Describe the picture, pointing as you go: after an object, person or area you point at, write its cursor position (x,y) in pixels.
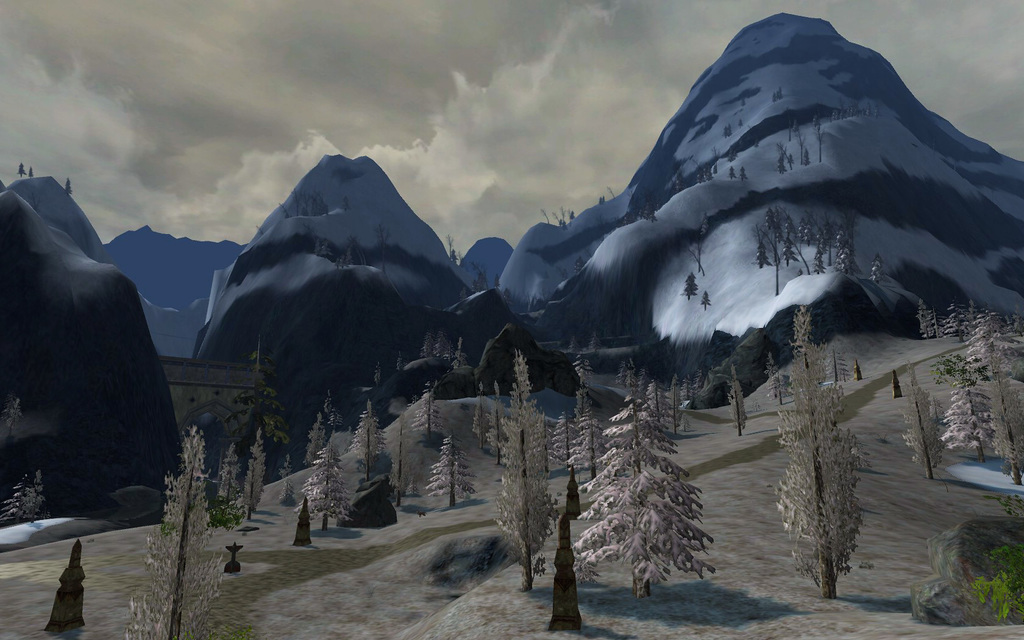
This is an animated picture. Here we can see trees (612,482) and arch (204,392). Background (40,199) we can see mountains (86,223) and sky (516,59). Sky (656,137) is cloudy.
